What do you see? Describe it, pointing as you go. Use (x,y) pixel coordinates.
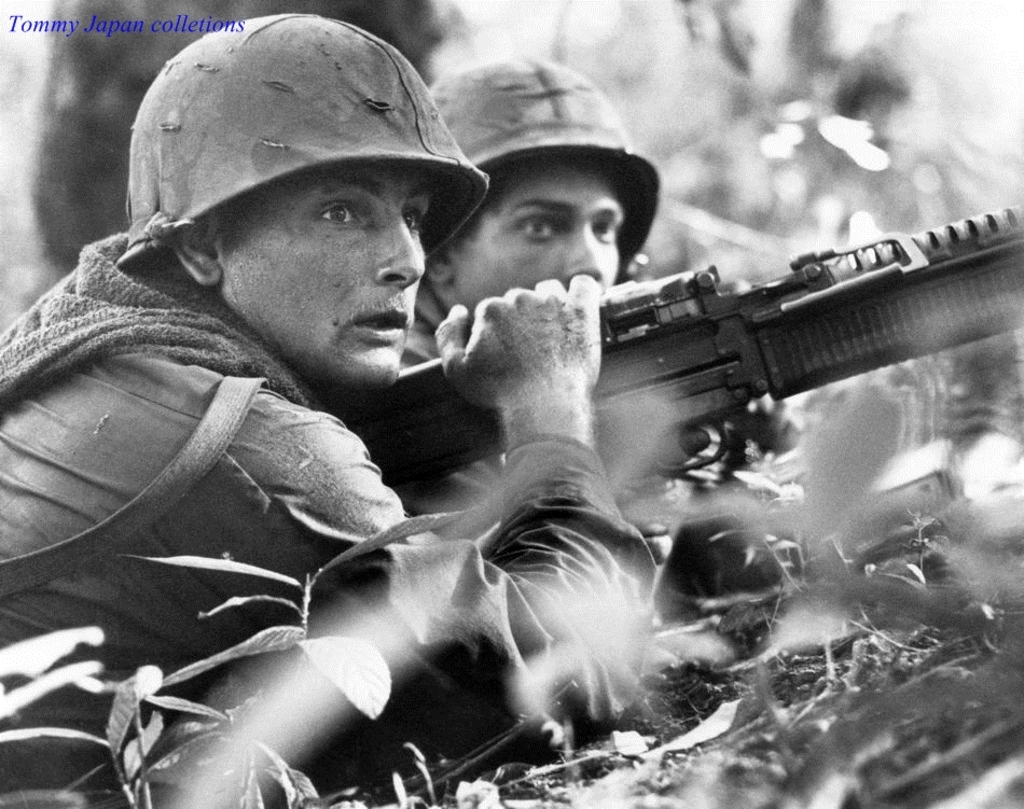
In this image I can see two persons (110,352). The person (354,455) in front (324,455) holding a gun (616,376) and the image is in black and white.
